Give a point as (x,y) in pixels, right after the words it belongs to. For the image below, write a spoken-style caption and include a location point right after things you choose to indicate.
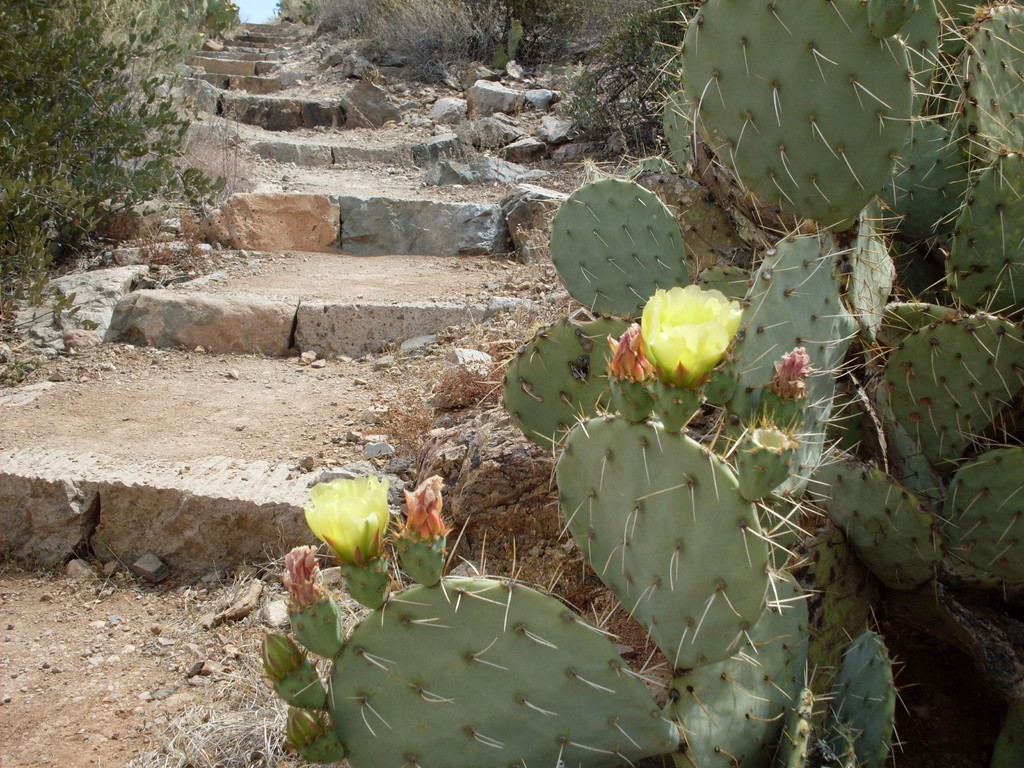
In this image we can see stones (299,72), stairs (273,131), trees (15,53), plants (5,159) and cactus (519,616).
